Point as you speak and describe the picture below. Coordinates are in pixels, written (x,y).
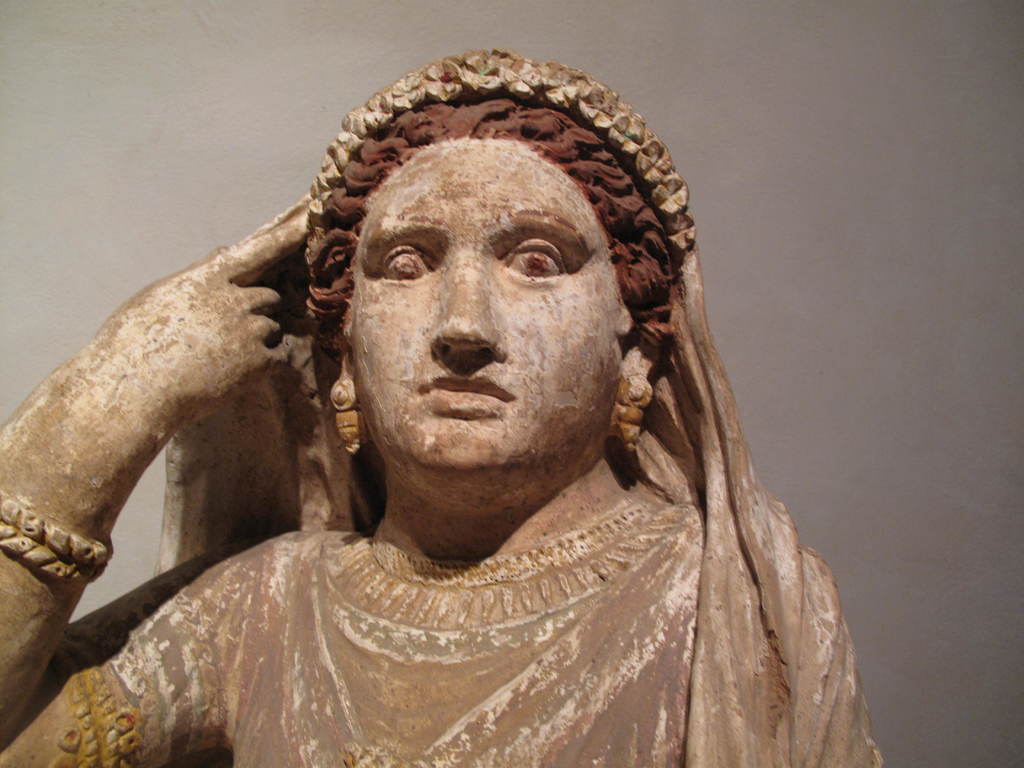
In the foreground (487,339) I can see a sculpture (477,599) of a woman (548,616). The background (805,70) is white in color. This image is taken may be in a hall (901,390).
